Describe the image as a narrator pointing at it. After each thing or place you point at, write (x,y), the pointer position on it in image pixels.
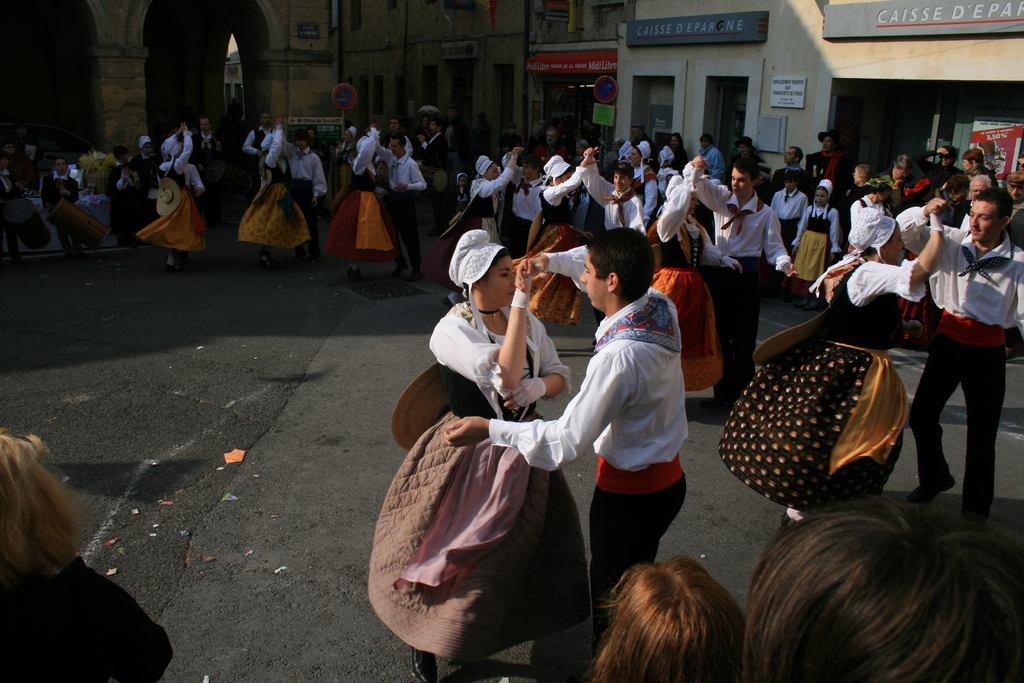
In this image, we can see a group of people (966,661). Few (1022,263) are dancing on the road (231,391). Top of the image (891,148), we can see houses (282,93), walls (421,90), sign boards (982,9), hoardings (979,31), banners (972,135).
